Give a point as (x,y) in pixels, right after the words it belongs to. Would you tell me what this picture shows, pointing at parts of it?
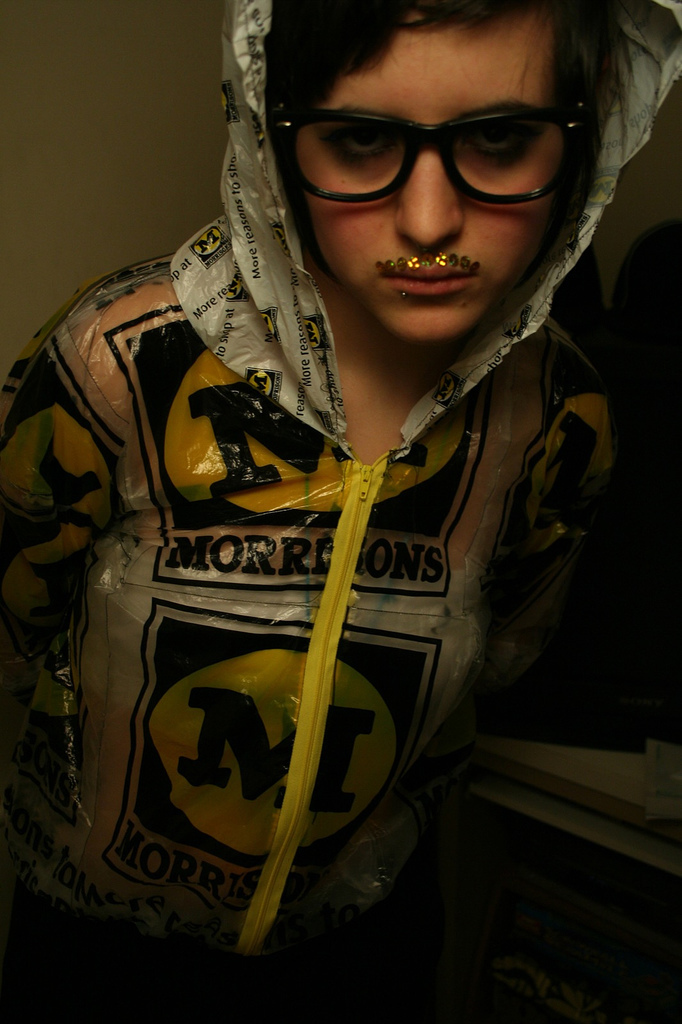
In this picture there is man (458,527) in the center of the image (359,621), he is wearing a jacket (407,475) and glasses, it seems to be there is glitter (425,260) on his upper lip (459,267), it seems to be there is a desk (563,788) in the background area of the image (577,805).
